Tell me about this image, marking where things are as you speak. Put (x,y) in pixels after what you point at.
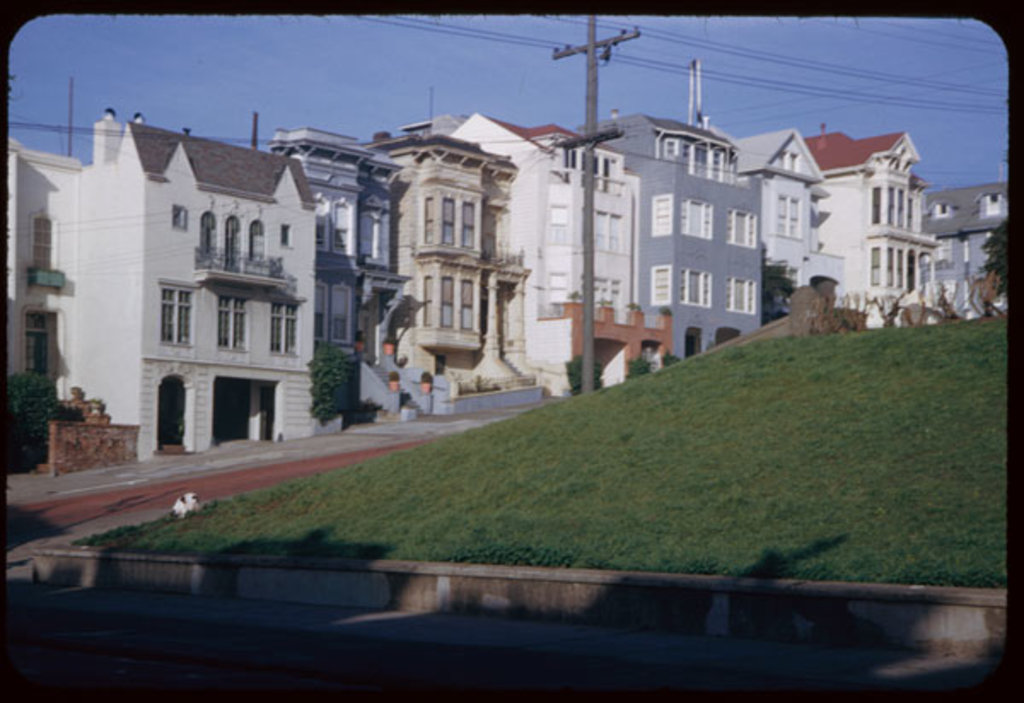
In this image there are buildings (724,205) and a pole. At the top (275,105) there is sky (292,90) and we can see wires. At the bottom (366,690) there is a road (668,670) and grass (713,486).
